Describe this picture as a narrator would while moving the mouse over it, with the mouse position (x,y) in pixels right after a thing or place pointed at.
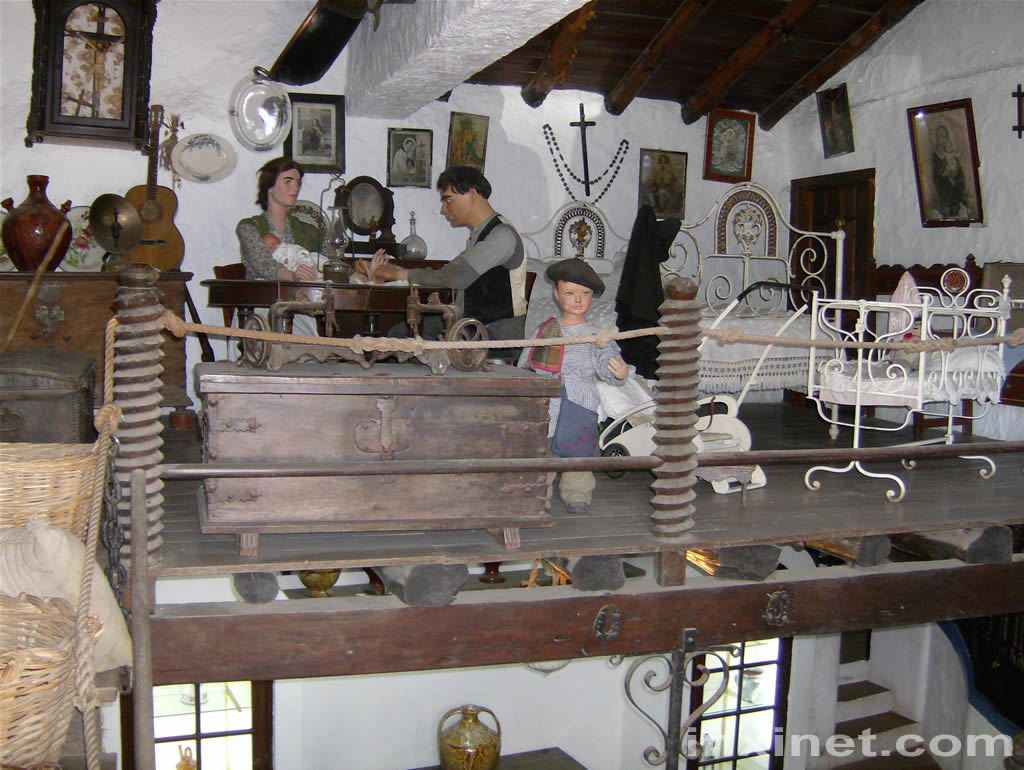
This image looks like sculptures (279,239). There are two persons (484,260) sitting on the chairs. This is a small boy (537,360). This looks like a bed (716,305). these are the photo frames (729,158) attached to the wall (196,92). I can see a guitar (161,213), a pot (67,248) placed on the table (60,290). This looks like a wooden box (322,413). I think this is at the upper floor (907,531).
